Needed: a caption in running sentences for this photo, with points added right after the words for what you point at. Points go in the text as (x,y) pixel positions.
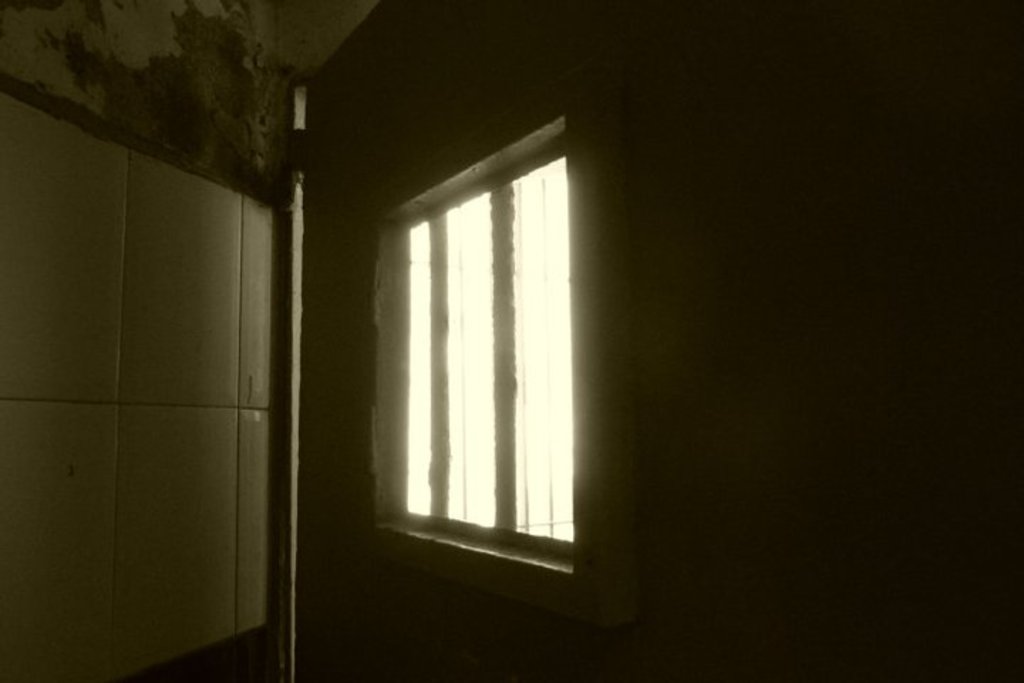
In this picture there is a window (540,123) in the center of the image (463,321).
